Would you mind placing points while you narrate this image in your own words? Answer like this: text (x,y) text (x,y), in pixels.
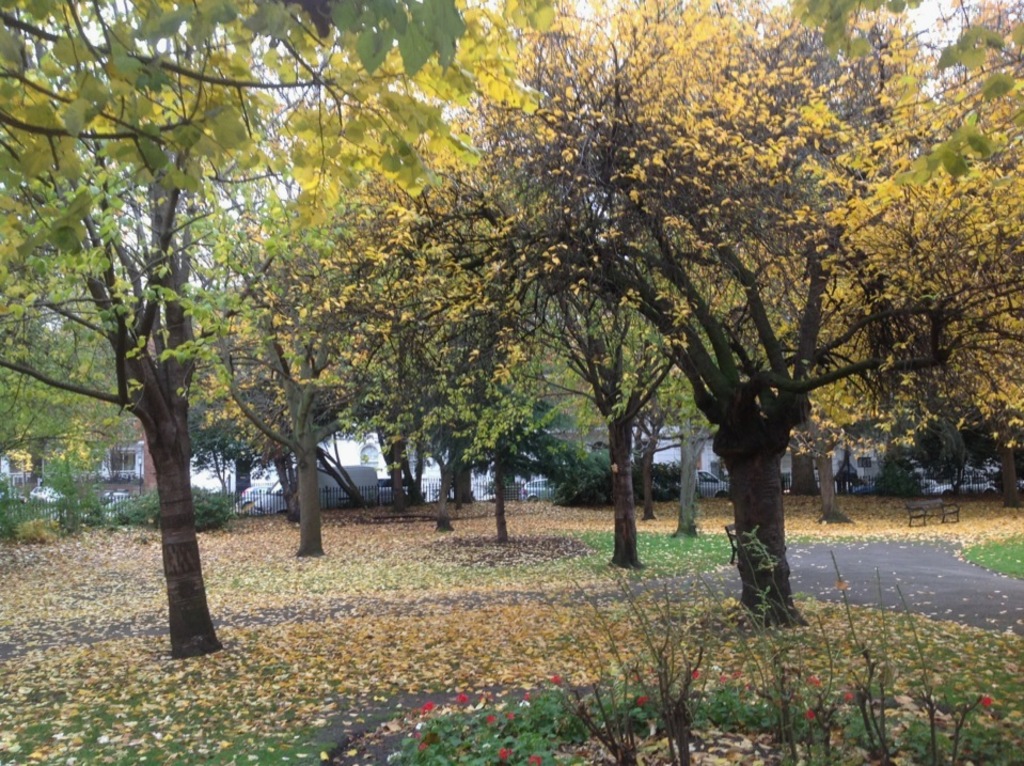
There are many trees (527,325). On the ground (369,618) there are leaves (381,623). On the right side (941,518) there is a bench (911,508). In the back (383,495) there are vehicles (373,485) and there is a fencing (381,497).
